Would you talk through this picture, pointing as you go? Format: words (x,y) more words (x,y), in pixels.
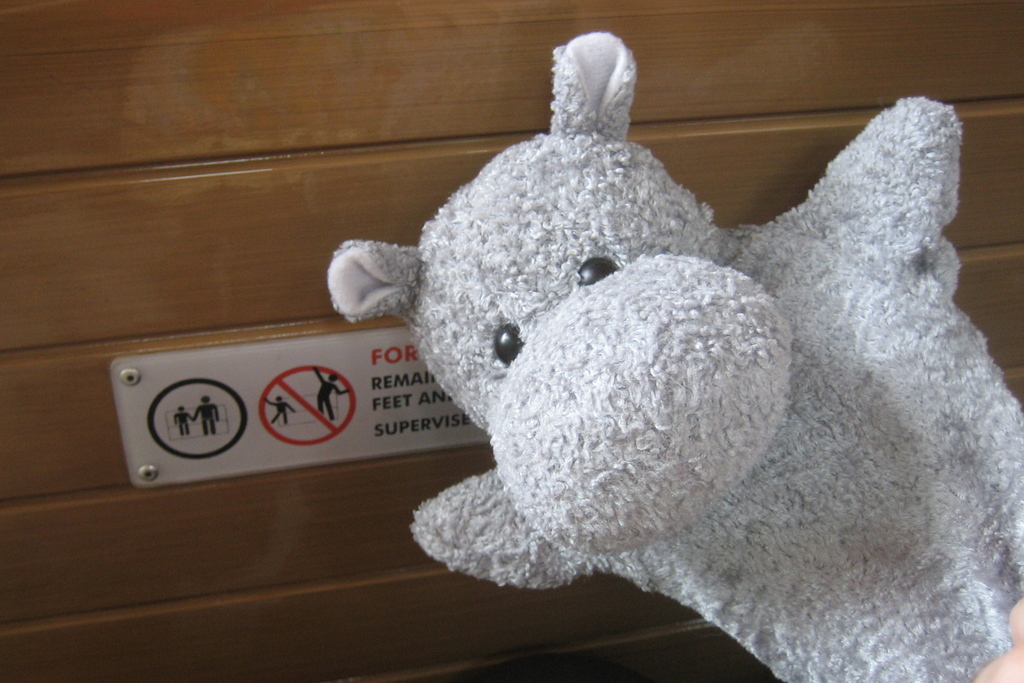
There is white soft toy (446,297), behind that there is a sign board (135,428) on the wall (166,556).
